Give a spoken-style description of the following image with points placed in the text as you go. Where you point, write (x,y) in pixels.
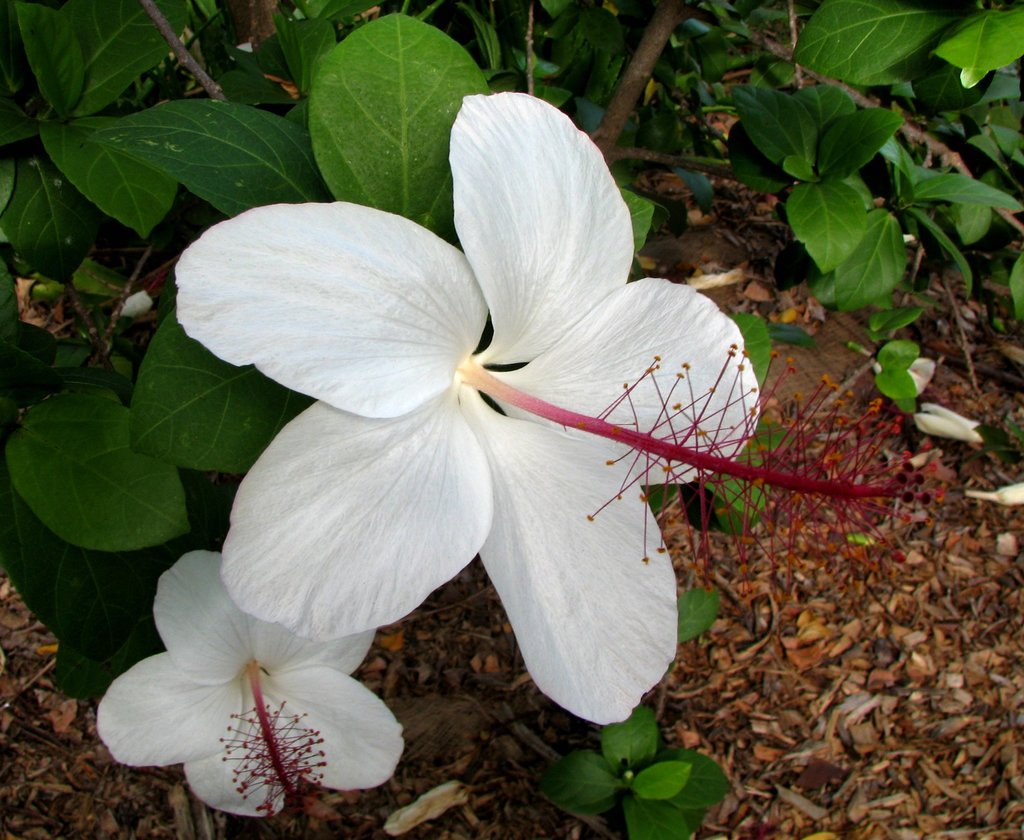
In this picture we can see white color flowers (425,452) and in the background (840,75) we can see leaves (441,69).
